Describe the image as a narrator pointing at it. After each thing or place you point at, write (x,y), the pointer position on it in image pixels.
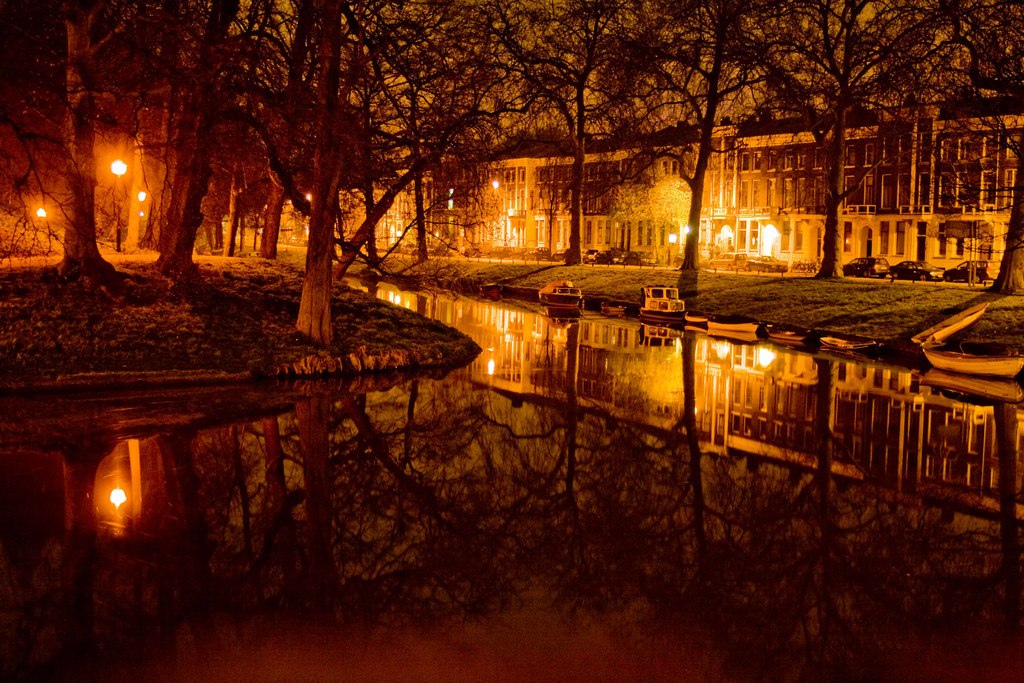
In the image we can see there is water (55,401) and there are boats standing on the water (859,429). The ground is covered with grass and there are trees (383,94). Behind there are buildings (879,145) and there are lightings (119,192) on the ground (130,283).
